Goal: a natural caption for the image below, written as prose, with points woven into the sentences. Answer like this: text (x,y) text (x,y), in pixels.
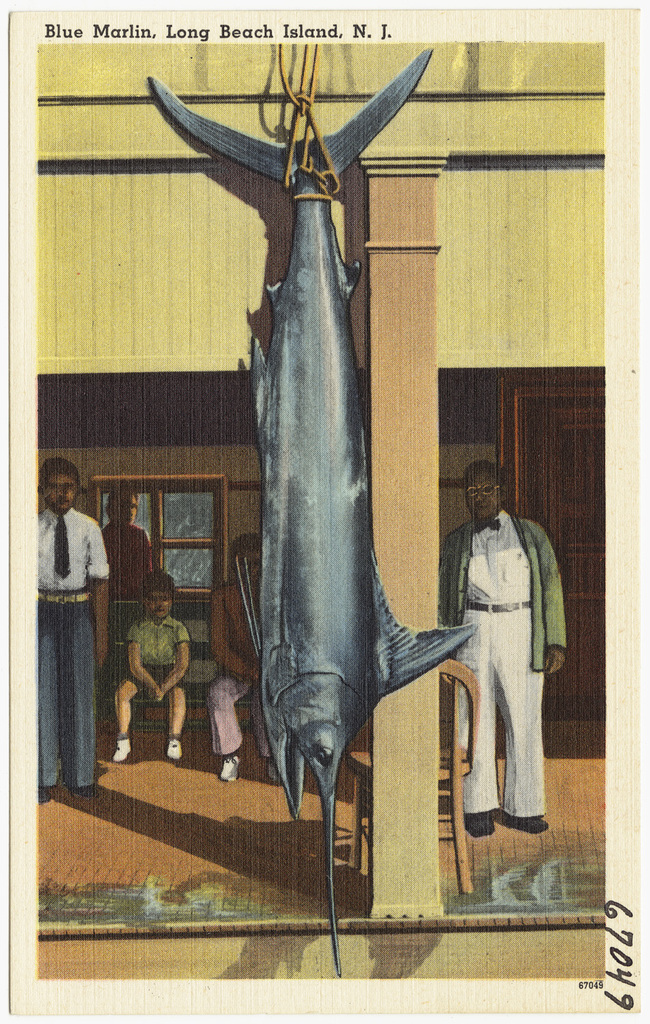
In this image we can see a big blue color fish (319,450) which is hanged and in the background of the image (130,566) there are some group of persons (135,639) standing and some are sitting on the bench (199,660), there is a wall (239,520), door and window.
